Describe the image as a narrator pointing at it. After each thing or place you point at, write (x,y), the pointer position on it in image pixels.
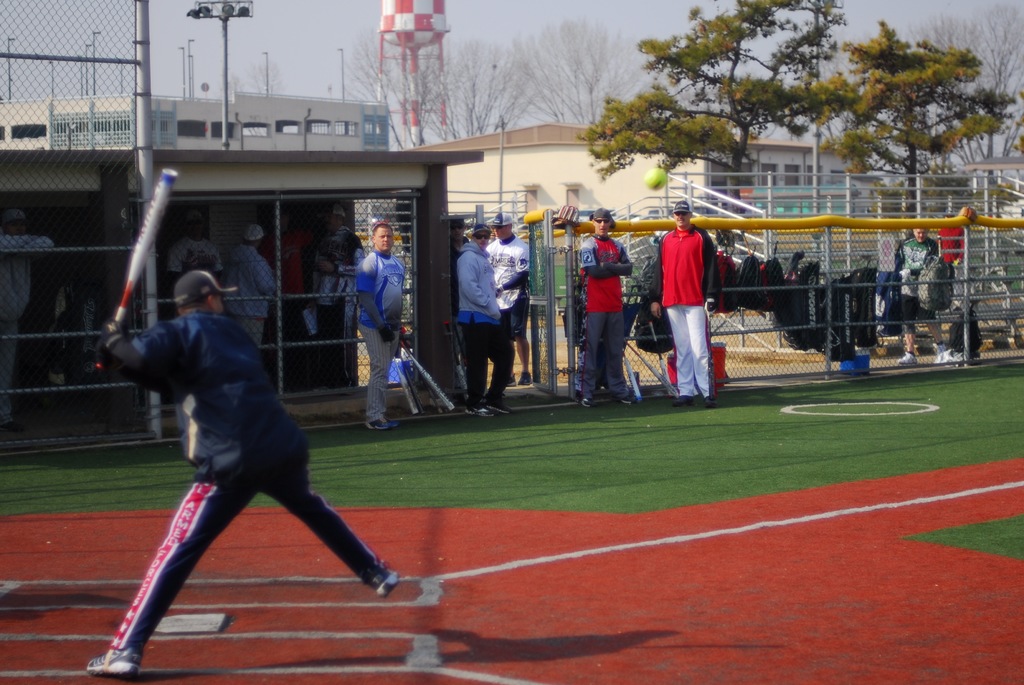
In this picture, we can see a few people (199,331), and among them a person (190,317) is holding an object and about to hit the ball (656,187), we can see the ground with grass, houses (344,185), poles (965,256), lights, fencing (1017,233), and we can see trees (478,67) and some red and white color object (424,25) on the top side of the picture (432,15), and the sky (378,20).
